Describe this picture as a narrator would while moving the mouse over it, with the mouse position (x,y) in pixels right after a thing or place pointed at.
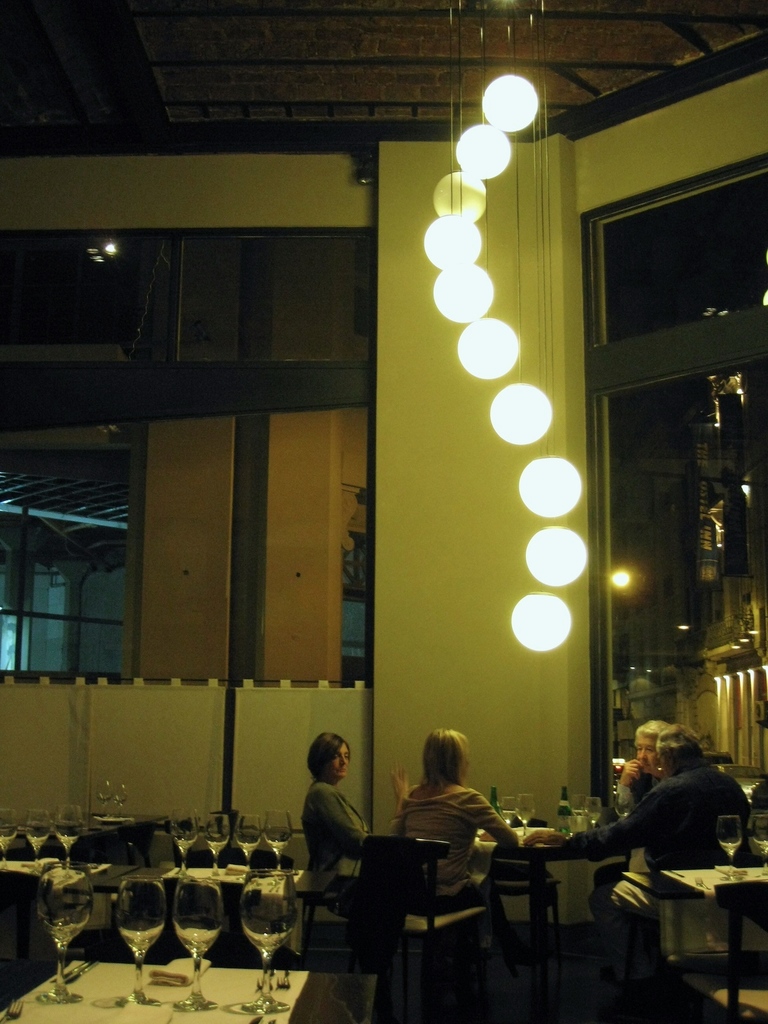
These four persons (641,733) are sitting on the chairs (311,904). We can see glasses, bottles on the tables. On the top (495,339) we can see lights (499,398). On the background (441,599) we can see wall (477,631), glass window (671,520).
